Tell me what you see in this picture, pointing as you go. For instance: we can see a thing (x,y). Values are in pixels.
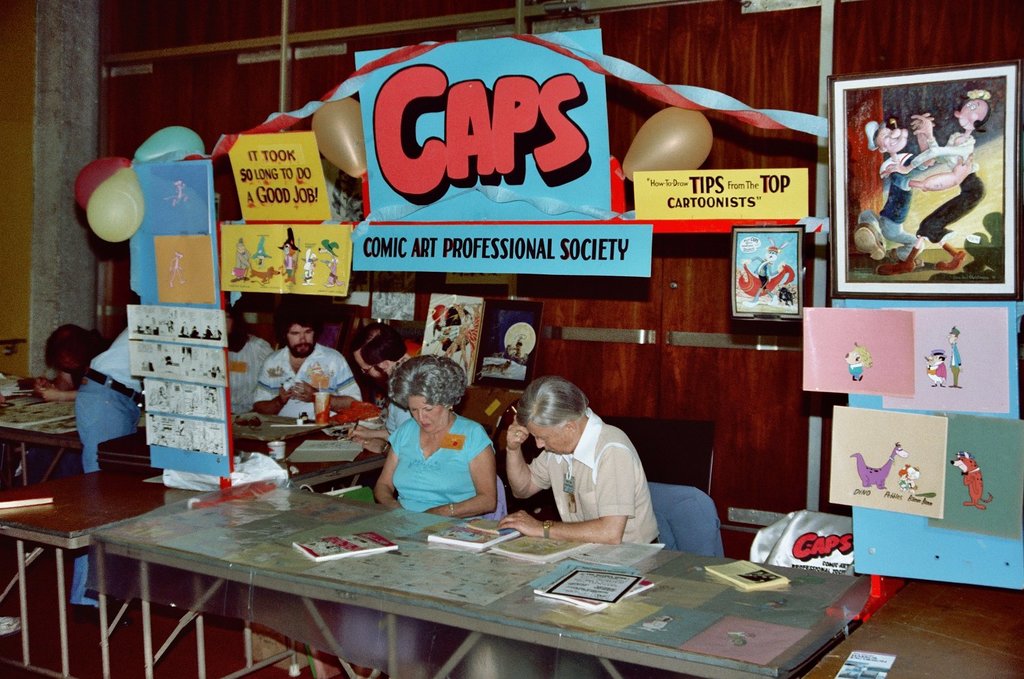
This image is taken inside a room (601,575), there are few people (241,395) in this room (287,403). In the middle of the image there is a table (330,515) and there are few books (562,569) on it. At the background (2,312) there is a wall (853,44) and boards (417,166) with text (435,193) on them and there are few balloons (103,191) and a man (640,533) and woman (439,428) are sitting on a chairs (655,490).
